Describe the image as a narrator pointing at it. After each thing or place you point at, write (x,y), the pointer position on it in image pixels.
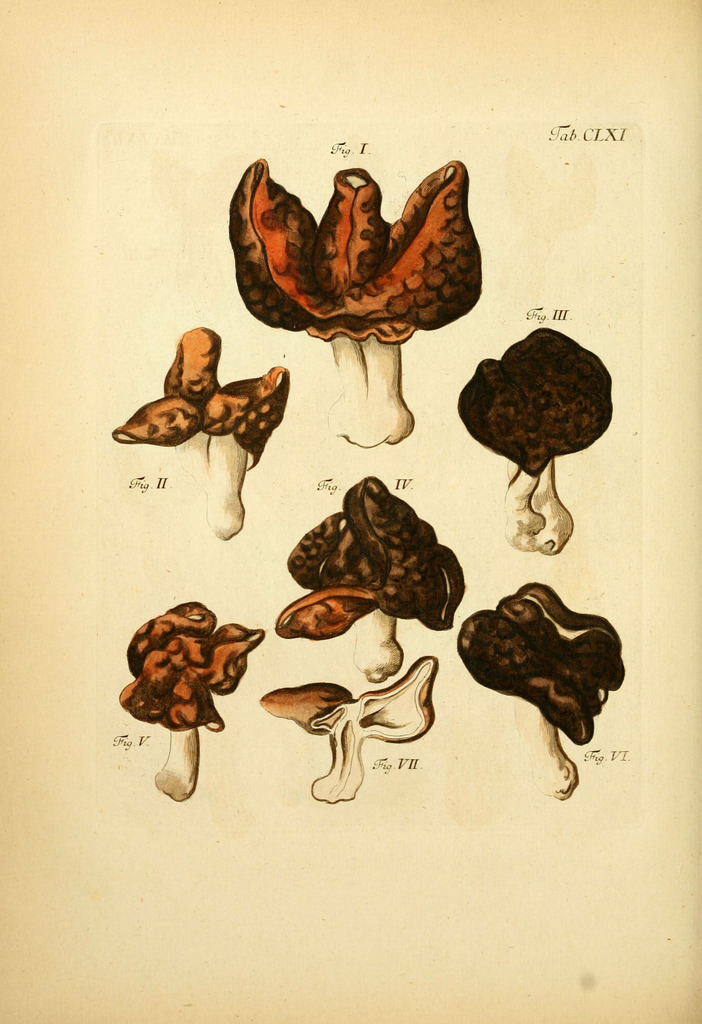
In the image I can see some pictures (356,505) of different types of mushrooms (364,545).
